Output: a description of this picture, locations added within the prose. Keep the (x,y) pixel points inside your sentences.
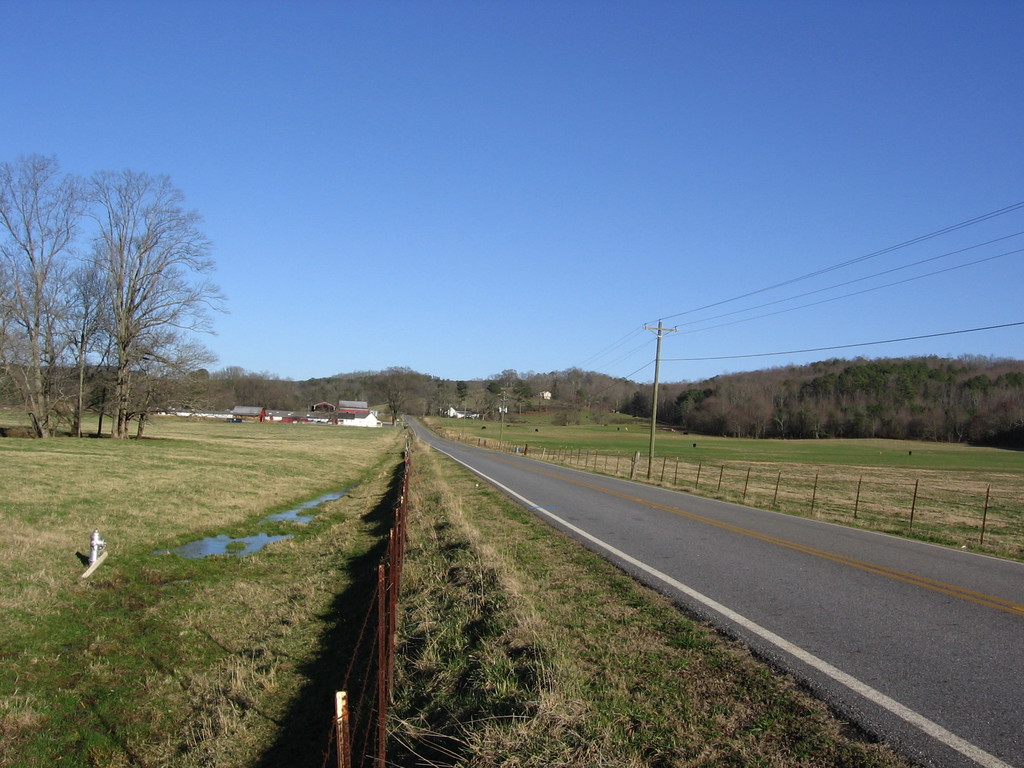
In this image we can see there are some trees (39,345), houses (291,414), poles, wires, grass (304,681), fence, hydrant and the road (744,608), in the background (689,233) we can see the sky (664,234).
